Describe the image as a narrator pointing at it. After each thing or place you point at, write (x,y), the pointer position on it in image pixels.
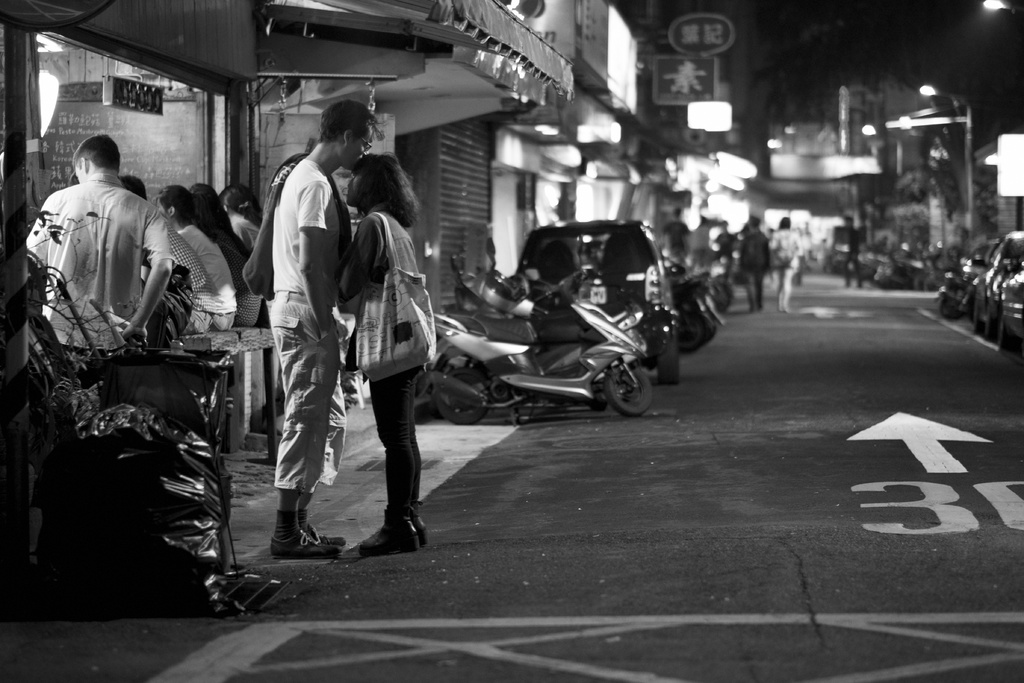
In this black and white image there are a few people (335,338) standing and walking on the road (587,429) and there are other people (211,325) sitting on the bench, on the left side of the image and there are buildings (547,159). There are few vehicles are parked in a side of a road (900,324) and there are street lights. The background (1003,113) is dark.
